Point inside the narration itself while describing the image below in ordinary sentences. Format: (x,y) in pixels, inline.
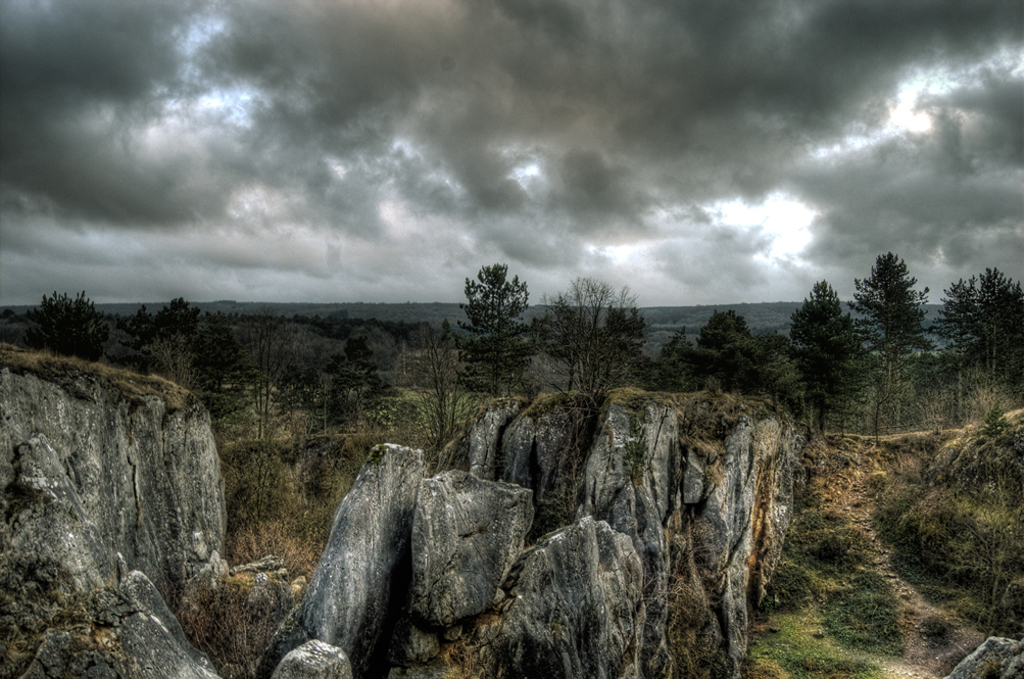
These are the rocks (513,457). I can see the trees (508,343) with branches (537,342) and leaves (511,371). This looks like a grass (800,586). These are the clouds (479,161) in the sky (589,151).
